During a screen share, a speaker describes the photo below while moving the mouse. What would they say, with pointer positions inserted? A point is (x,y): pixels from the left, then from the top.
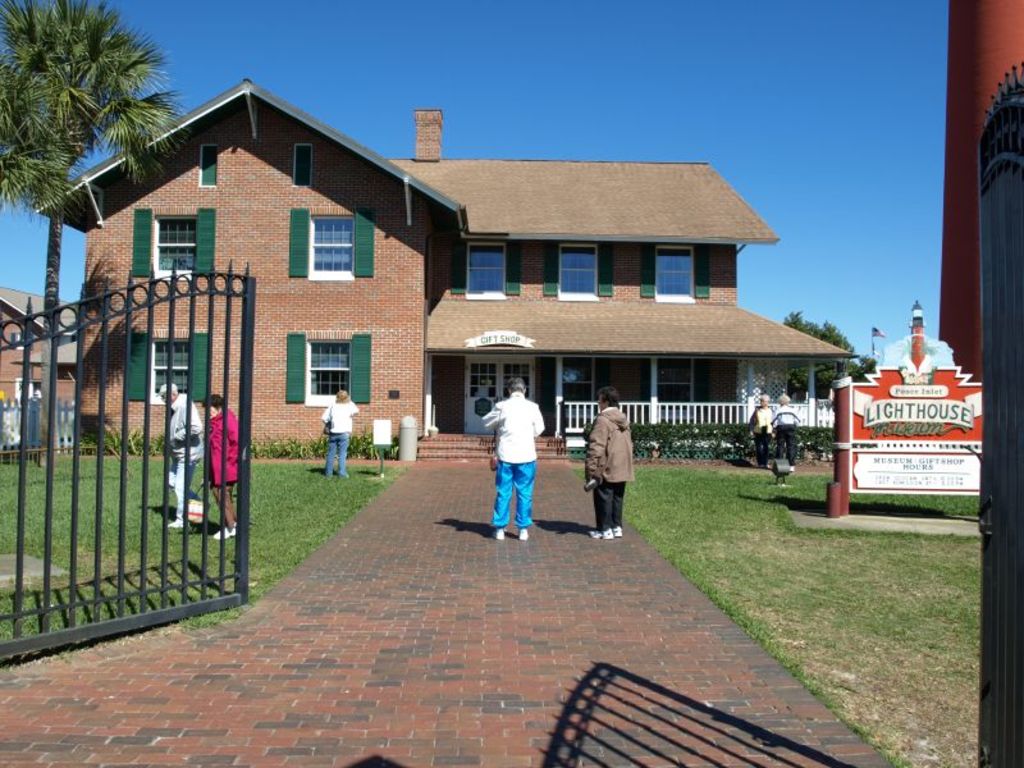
At the bottom of the image (451,664) there is floor (529,577) with two people (518,437) are standing. At the left side of the image (188,526) there is a gate (123,398). Behind the gate (190,401) on the ground (157,481) there is grass (170,501) and also there are few people (181,480) standing. At the right side of the image (984,514) there is a gate (1015,458). And on the ground (736,511) there is grass (821,558) and also there is a name board (889,487). In the background (636,411) there is a house (518,271) with roof (471,307), walls (345,213), windows (215,148) and doors (479,375). And also there is a railing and steps (468,435). At the top of the image (123,3) there is a sky (531,4) and also there are trees (66,184).
